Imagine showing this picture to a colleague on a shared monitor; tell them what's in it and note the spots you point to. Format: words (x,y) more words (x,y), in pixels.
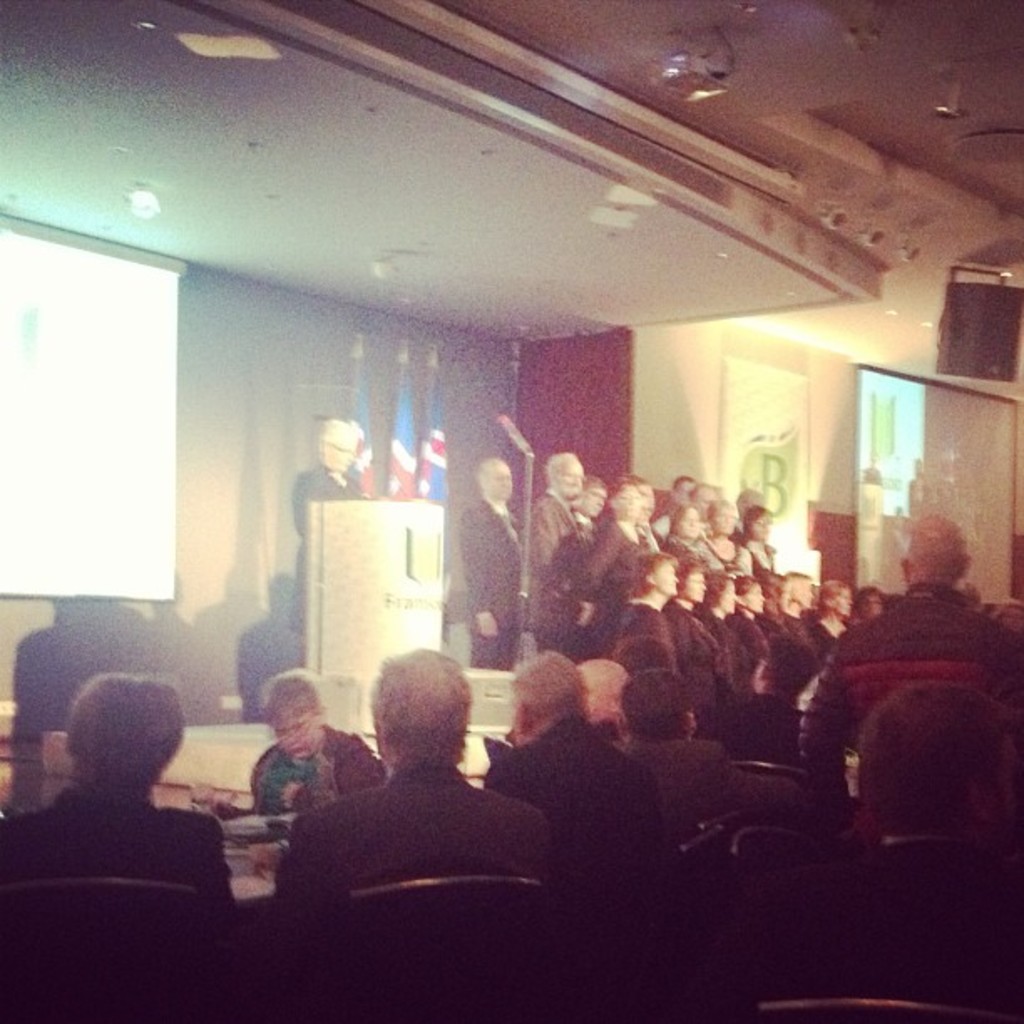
In this picture we can see a group of people (661,789), here we can see a podium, mic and flags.
